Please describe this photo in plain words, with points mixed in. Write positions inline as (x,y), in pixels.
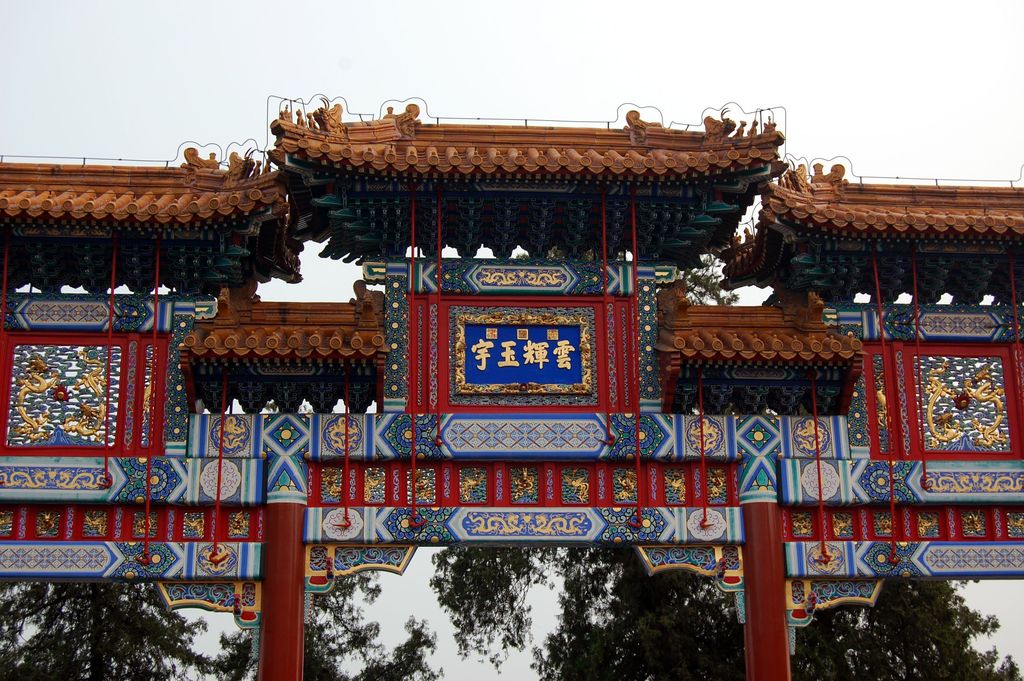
In this image I can see an arch (791,437) in multicolor. In the background (595,654) I can see few trees (619,598) and the sky (405,616) is in white color.
